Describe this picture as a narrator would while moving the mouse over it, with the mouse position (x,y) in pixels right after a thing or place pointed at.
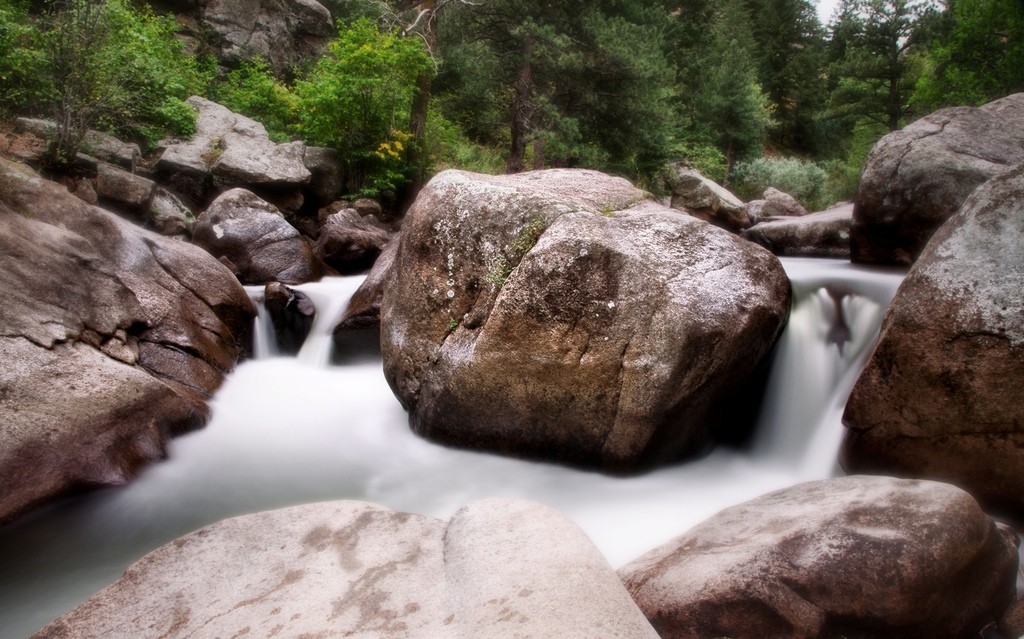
in this image we can see there are rocks (327,232). In between the rocks (656,386) there is a water flow (277,448). And at the back (740,129) there are trees (537,92).
